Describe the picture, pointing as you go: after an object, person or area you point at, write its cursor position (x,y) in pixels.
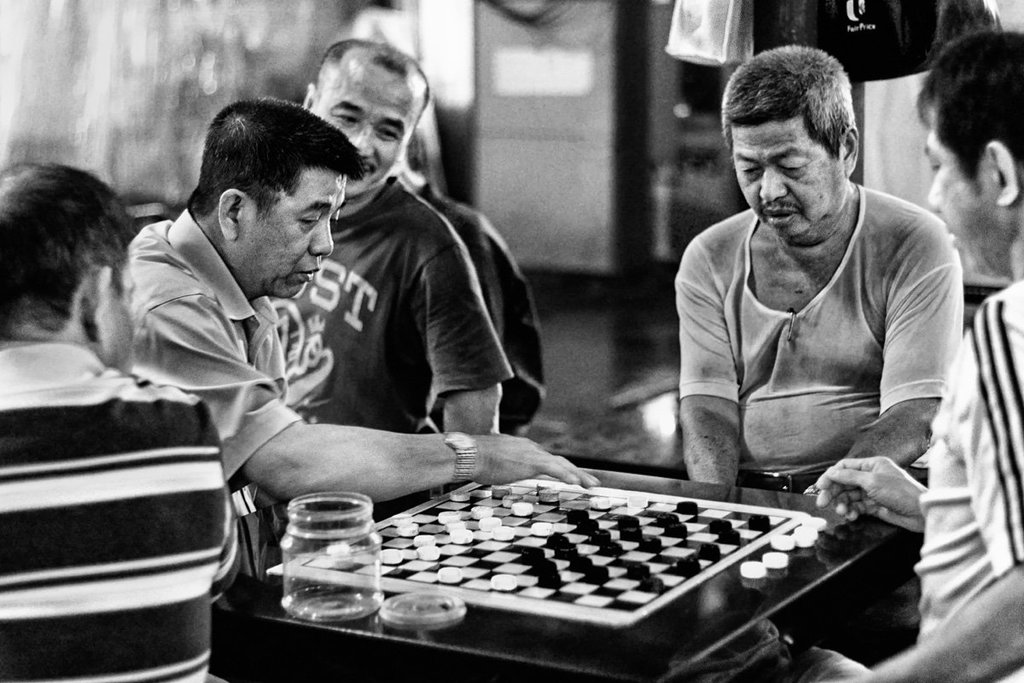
In this image there are group of people (124,228) who are playing with the coins (730,524) by keeping them on board (488,543). There are five people (84,671), two of them are playing with the coins (770,559) and the person (448,258) in the background (345,257) is looking at the board (548,595). There is a jar (357,601) beside the board (295,571).
